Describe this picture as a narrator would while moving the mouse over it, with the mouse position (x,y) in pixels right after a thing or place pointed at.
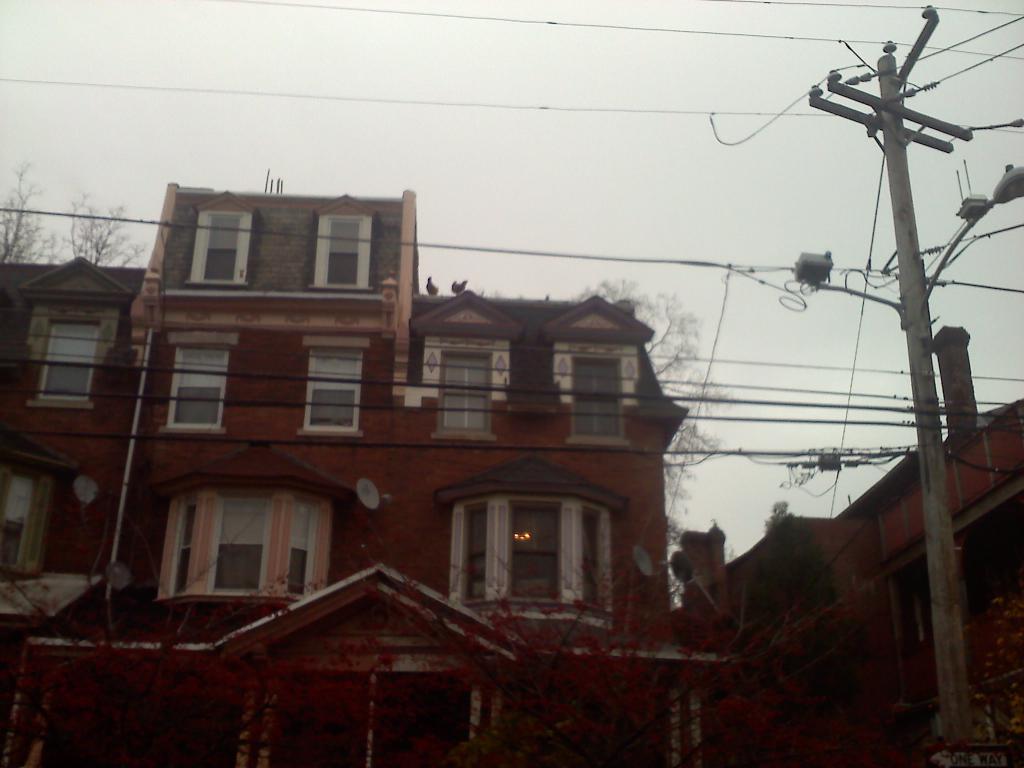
In this picture we can see the pole (911,377), wires (306,380), trees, buildings (485,531) with windows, some objects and in the background (493,82) we can see the sky (464,86).
